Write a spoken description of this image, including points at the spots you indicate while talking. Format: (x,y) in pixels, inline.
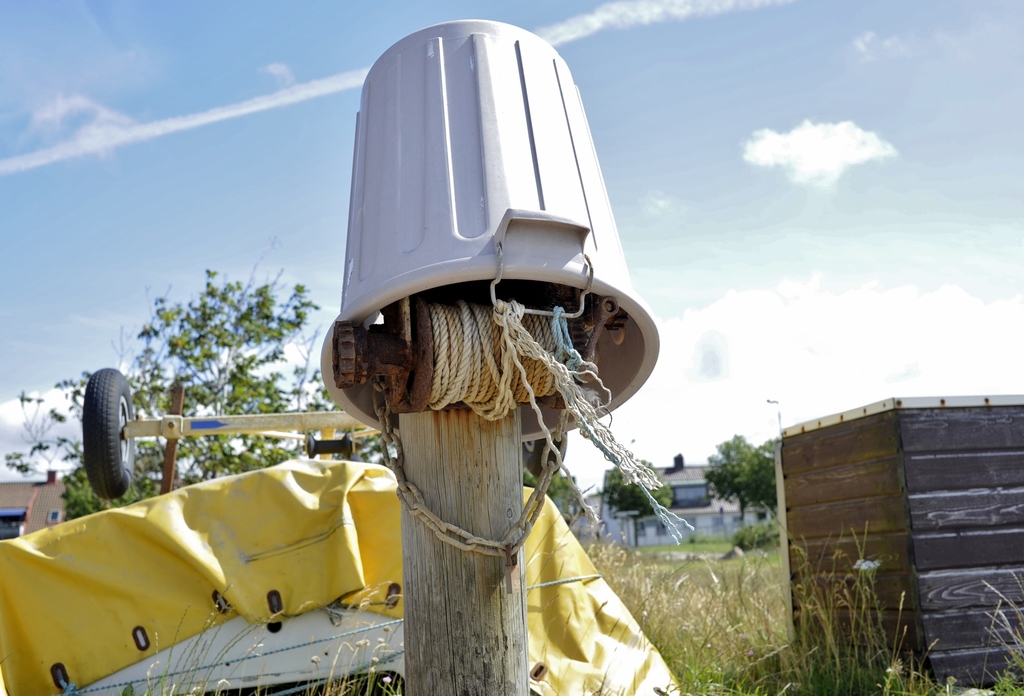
In this image we can see a wooden pole (432,447) with machine (584,344) and bucket (470,249). There are two objects (939,581). There is grass (642,570). There are houses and trees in the background (142,447). There is sky (768,325).
